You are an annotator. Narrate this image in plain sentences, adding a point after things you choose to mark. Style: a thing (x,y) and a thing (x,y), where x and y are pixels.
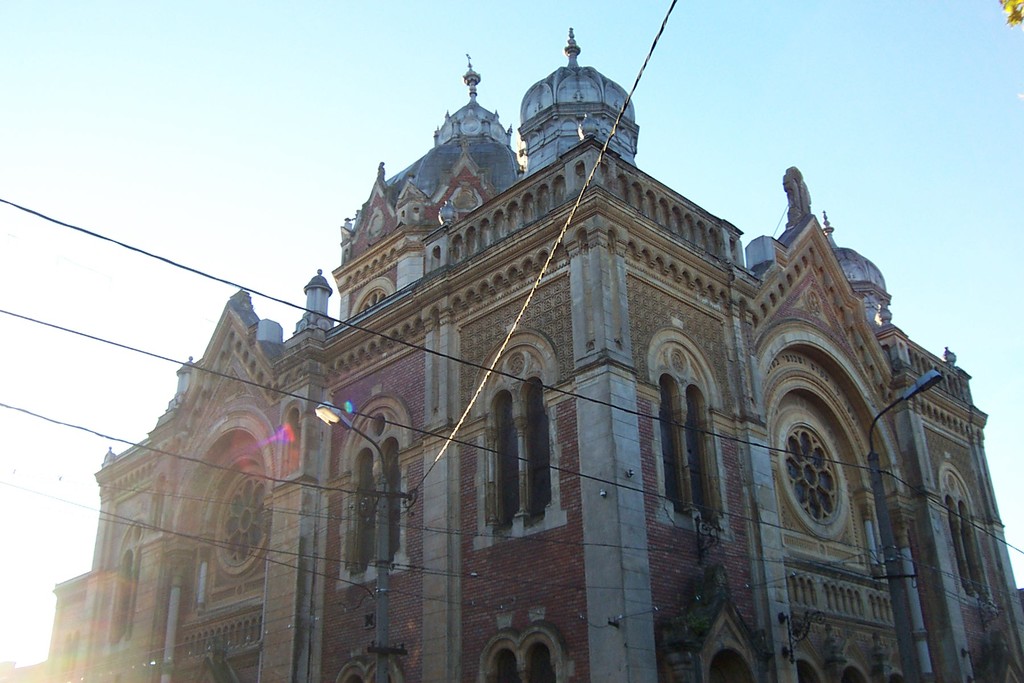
In this image we can see a building (463,579), light poles (382,611), wires (240,381). At the top of the image (364,49) there is sky (217,85).
